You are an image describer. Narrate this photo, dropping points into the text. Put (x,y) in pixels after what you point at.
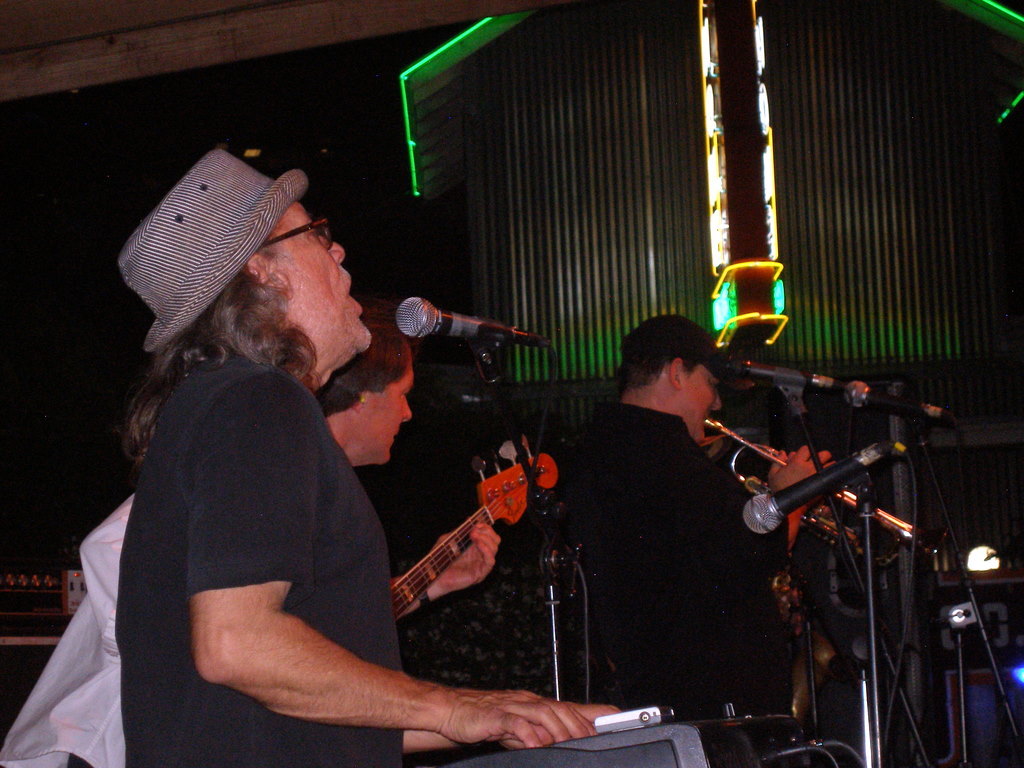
In this image we can see few people (513,714) playing musical instruments (584,748) and there are few mics (749,361) in front of them and there are some other objects (754,72) in the room (985,248). There is a person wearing a hat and it looks like he is singing.
